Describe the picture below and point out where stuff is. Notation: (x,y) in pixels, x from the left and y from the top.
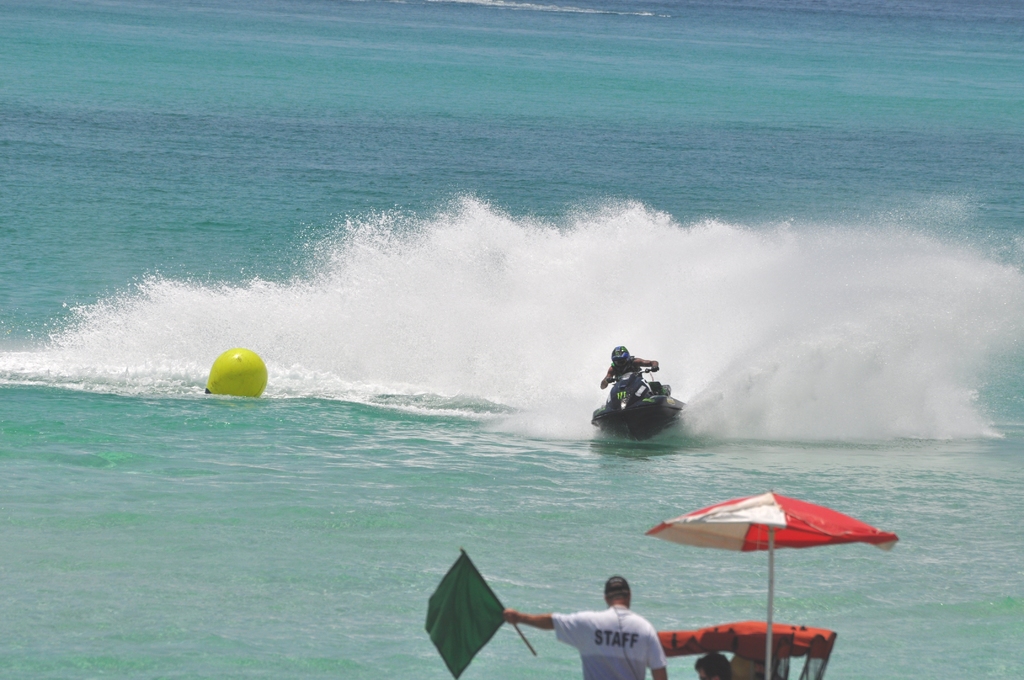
In this image I can see a person (609,615) standing at the front (495,606), holding a flag (489,620). There is an umbrella (719,525) on the right (746,525). A person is riding a jet ski (617,407) on the water (652,441).
